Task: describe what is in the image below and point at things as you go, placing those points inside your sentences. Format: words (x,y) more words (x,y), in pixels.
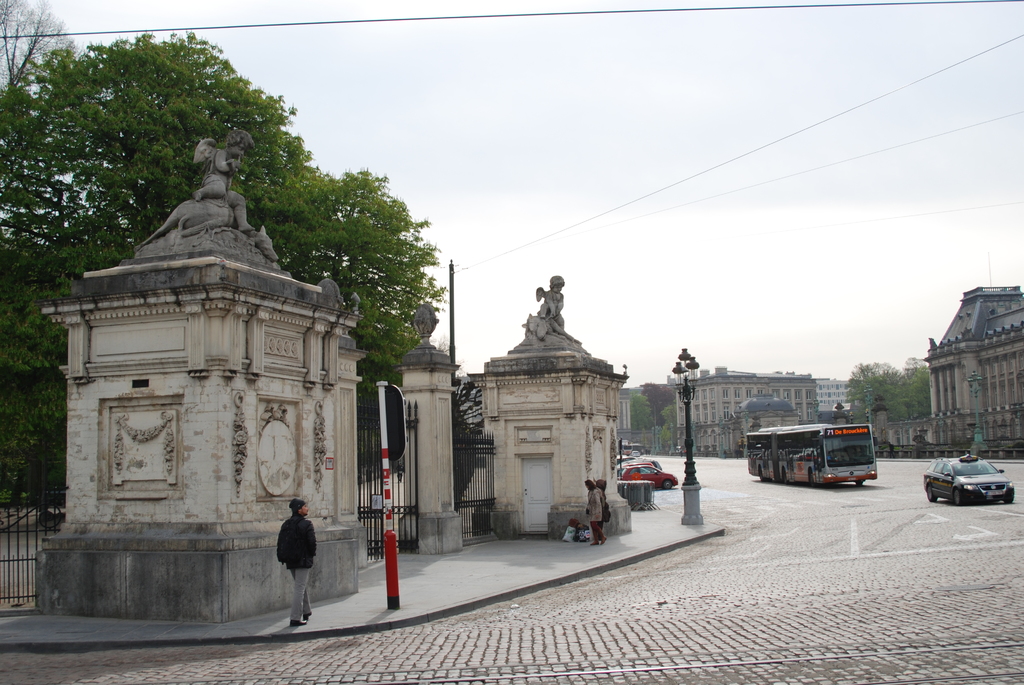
The image is taken outside a city. In the foreground of the picture (393,473) there are pole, streetlight (690,471), people (594,502), sculptures (526,340), gates (475,510), railing (17,523) and road (777,484). In the center of the picture (385,292) there are buildings (794,422), trees (342,244), cars (935,477), bus (779,455) and other objects (889,457). At the top (869,102) there are cables (349,21). Sky (572,119) is cloudy.
